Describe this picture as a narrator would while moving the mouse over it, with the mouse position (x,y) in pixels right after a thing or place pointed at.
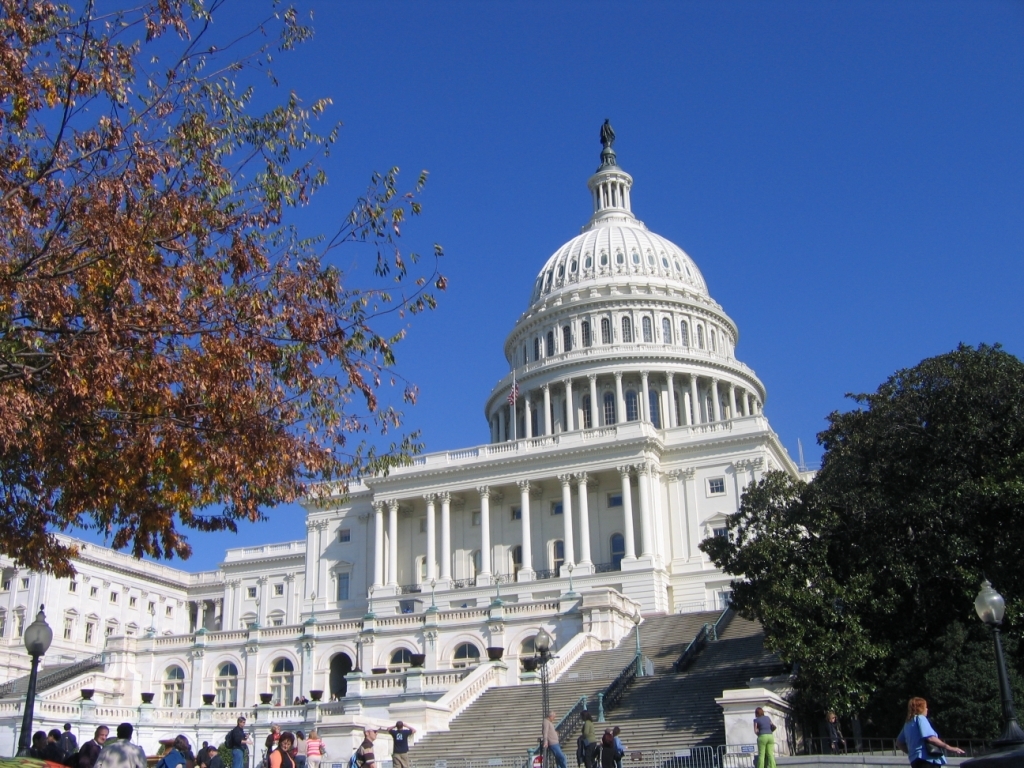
In this picture we can see building (421,616), steps (502,695), light poles (21,749), people (40,747), fence (713,757) and trees (49,389). Background (808,208) we can see blue sky (767,172).
